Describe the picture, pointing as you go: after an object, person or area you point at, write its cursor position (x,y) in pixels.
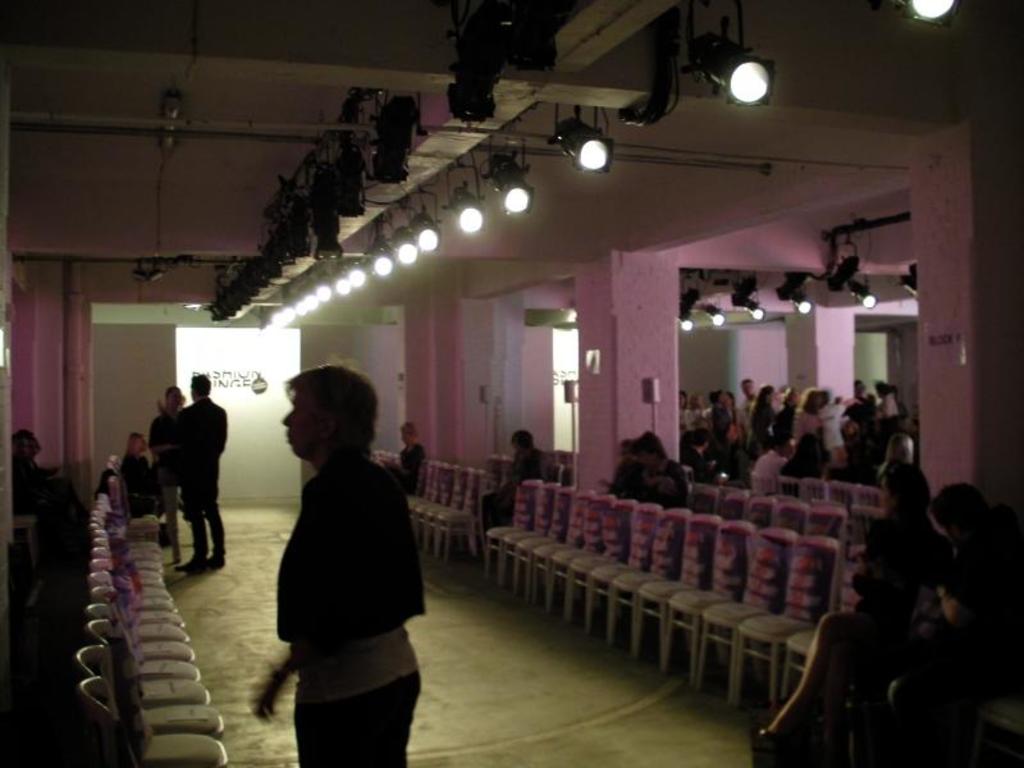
This is the picture of a room (608,402). In this image there are group of people (961,517), few are standing and few are sitting. There are chairs (844,483) and there are posters (267,370) on the wall (718,263). At the top (520,213) there are lights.
